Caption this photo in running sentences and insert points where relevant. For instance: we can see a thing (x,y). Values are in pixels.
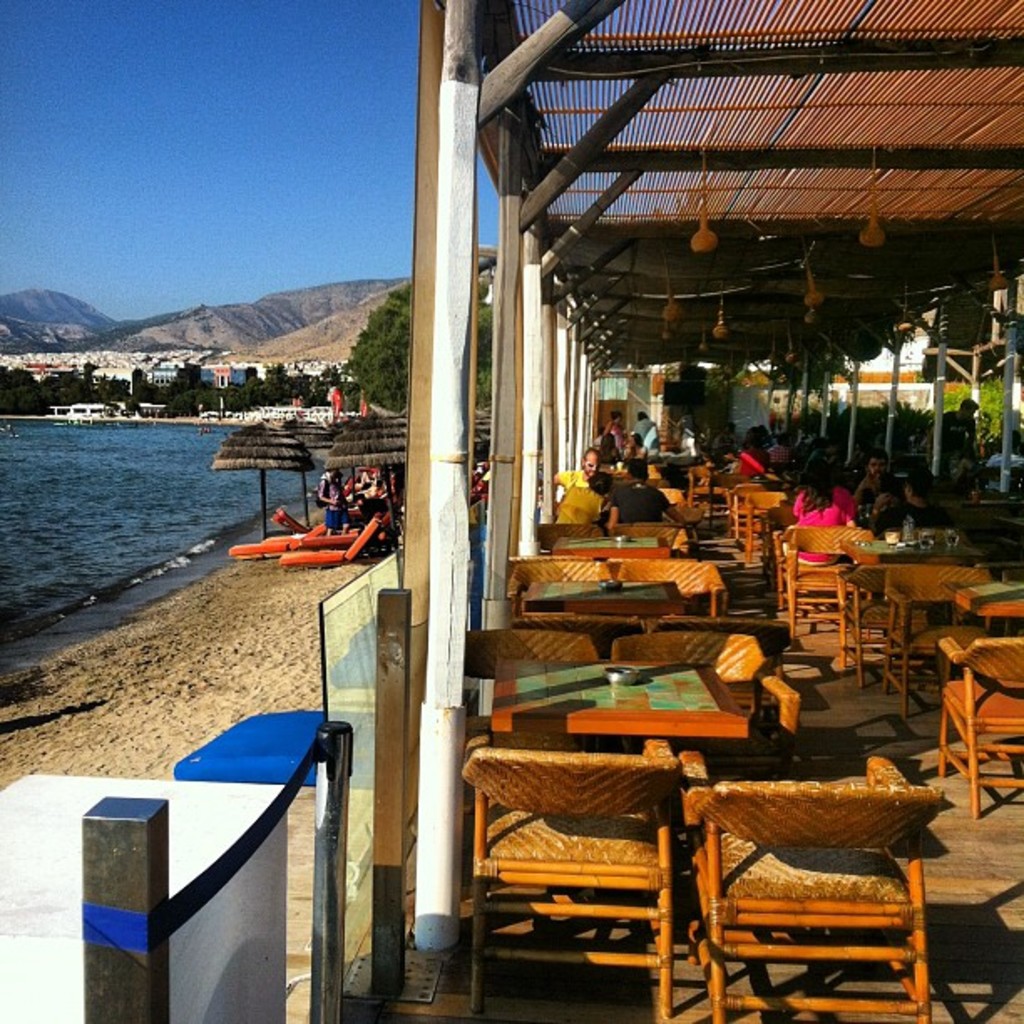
In this image we can see a group of people (872,520) sitting on chairs (648,525). One woman (827,517) is wearing a pink dress (827,517). to the left side of the image (318,441) we can see umbrellas (346,465) and some benches (317,548) on the ground (280,579), water (165,504). In the background (856,256), we can see a shed (845,272), trees (995,383), mountains (277,326) and sky (242,219).
